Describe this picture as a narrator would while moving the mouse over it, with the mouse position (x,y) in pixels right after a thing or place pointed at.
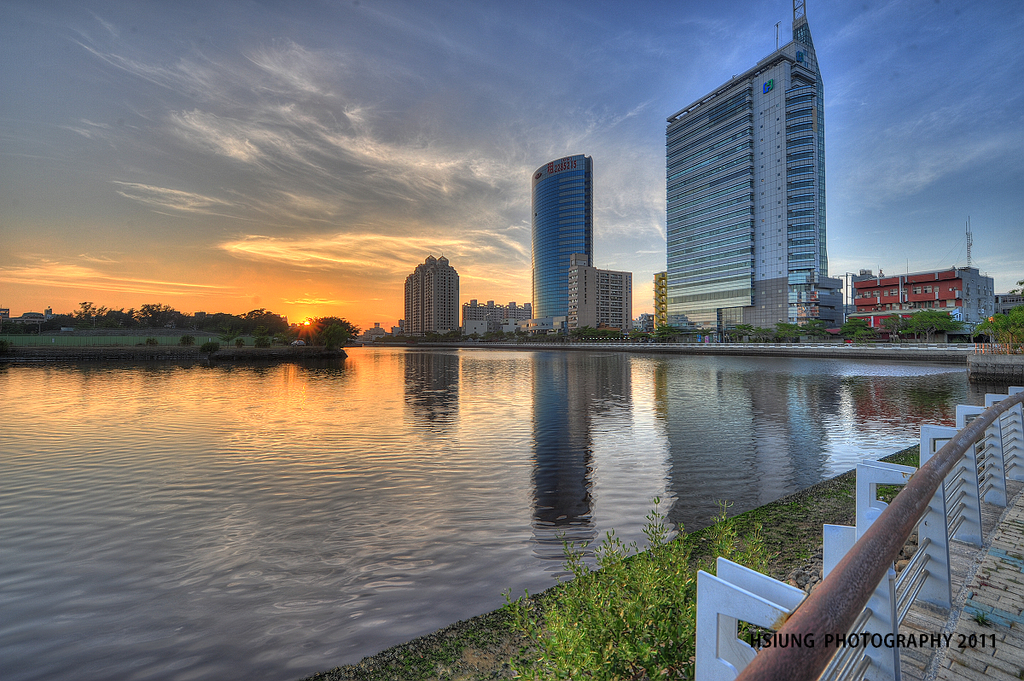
There is a fence (863,564) in the right corner (888,537) and there are water (426,457) beside it and there are buildings (765,256) and trees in the background (672,230).
